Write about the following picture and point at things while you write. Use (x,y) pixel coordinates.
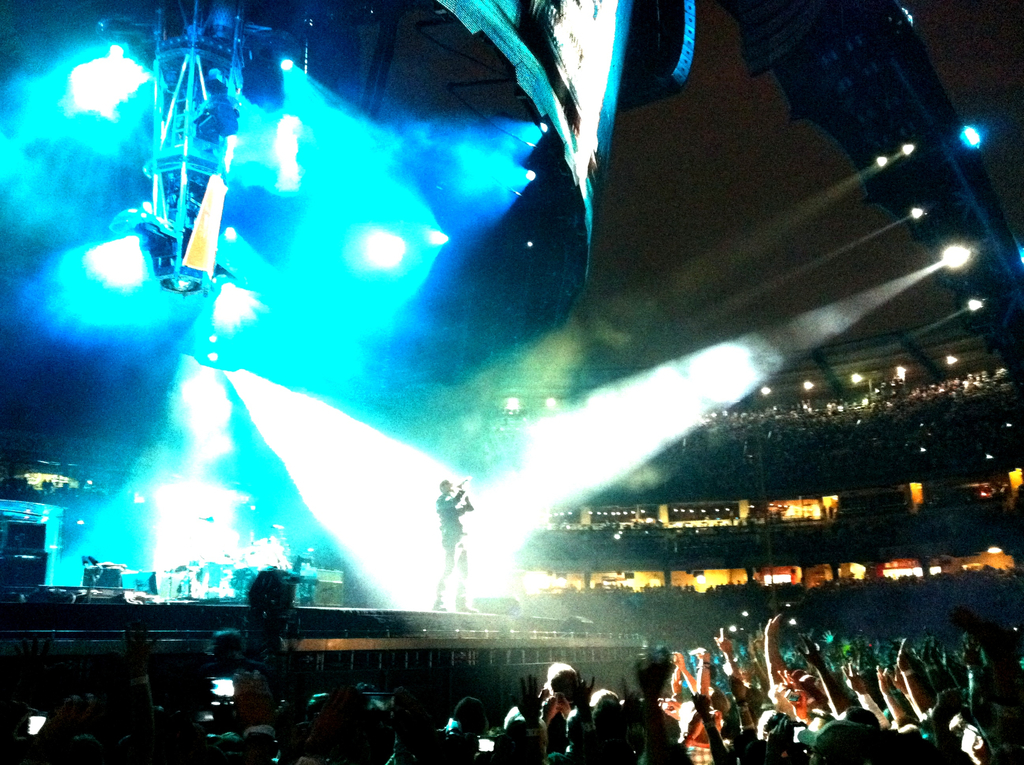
In this image I can see a stage (86,585), on the stage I can see a person (463,588) and there are some lightings (402,274) visible in the middle (557,488) and at the bottom (826,707) there is a crowd (677,717).
